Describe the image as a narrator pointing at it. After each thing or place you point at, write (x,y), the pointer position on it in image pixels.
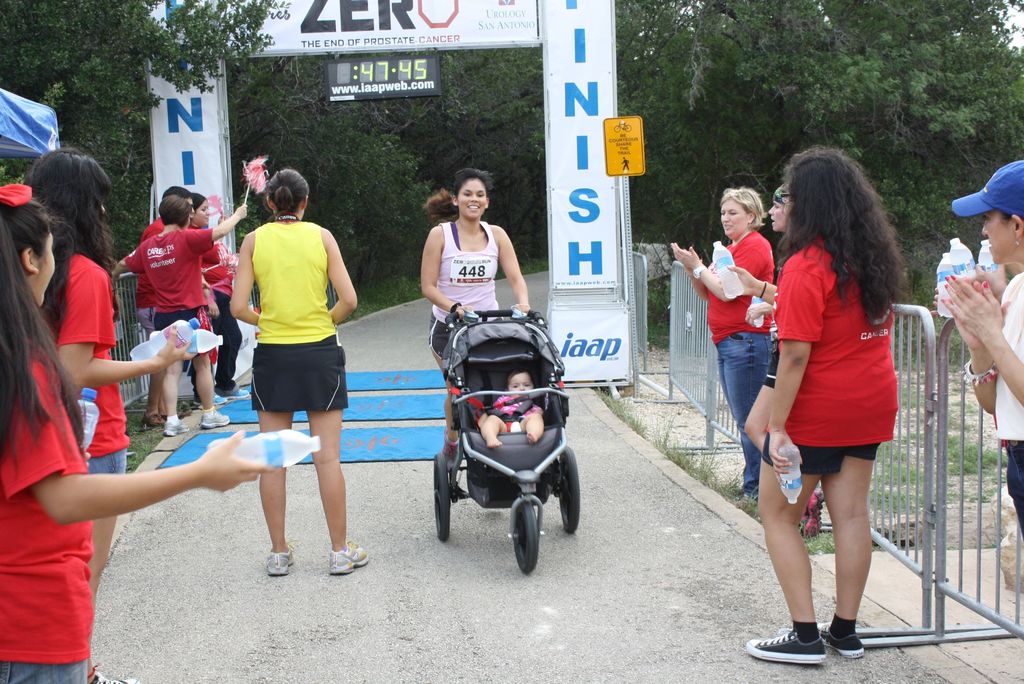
In this picture, we see a woman (441,263) is pushing the baby stroller (505,384). She is smiling. Beside her, we see a woman (275,293) in the yellow T-shirt (307,283) is standing. On either side of the picture, we see the women (117,399) are standing and most of them are holding the water bottles (790,477) in their hands (779,456). Behind them, we see the road railings (908,423). On the left side (10,103), we see a blue color tent (49,138). On the right side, we see a pole (635,347) and a board (619,155) in yellow color with some text (625,141) written on it. In the middle (575,254), we see a board (318,20) in white color with some text (173,126) written on it. There are trees (525,106) in the background (374,102). At the bottom (526,629), we see the road (554,632) and the carpets (380,445) in blue color.
